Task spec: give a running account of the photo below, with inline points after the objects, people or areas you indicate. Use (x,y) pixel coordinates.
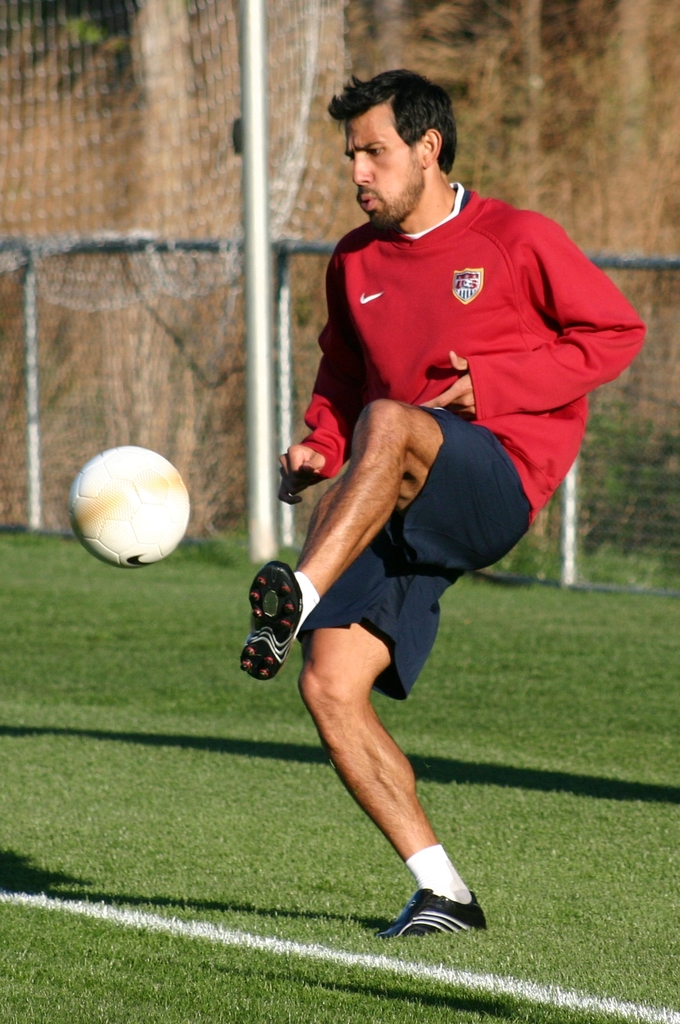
This is a playing ground (174,768). Here I can see a man (394,568) wearing t-shirt (471,348), short (450,420), standing and playing with a ball (125,521). In the background (219,330) there is a net fencing (222,264), pole (260,204) and many trees (543,110). On the ground (196,811), I can see the grass (147,812).
